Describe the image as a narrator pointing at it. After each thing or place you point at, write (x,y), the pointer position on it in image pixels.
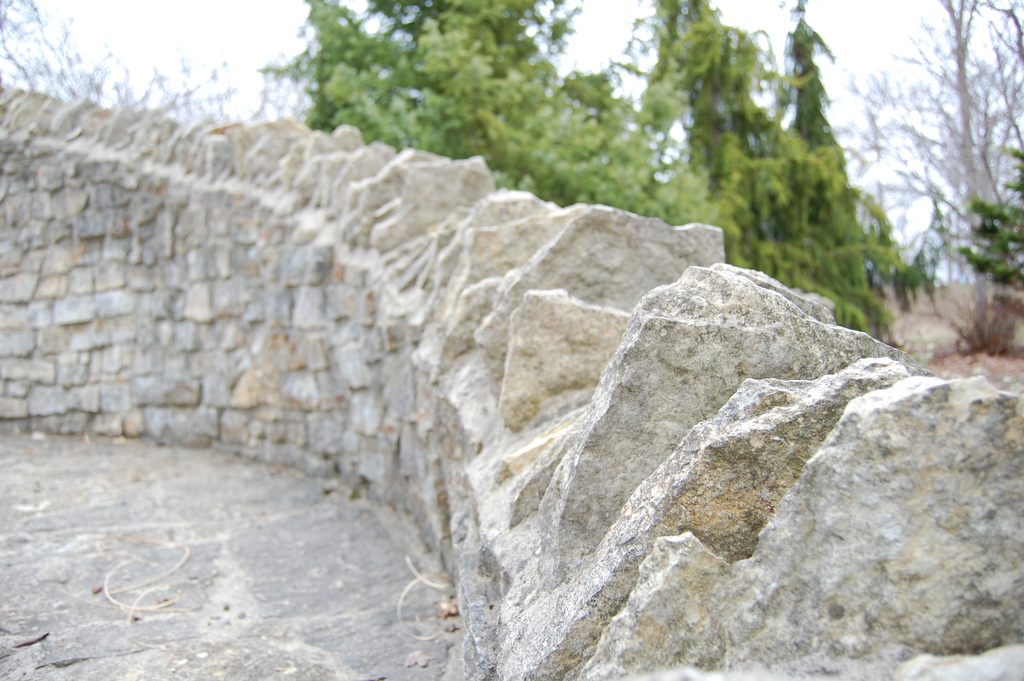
In this picture we can see the granite parapet wall (404,360) in the front side (586,214). Behind there are some trees (608,176).
